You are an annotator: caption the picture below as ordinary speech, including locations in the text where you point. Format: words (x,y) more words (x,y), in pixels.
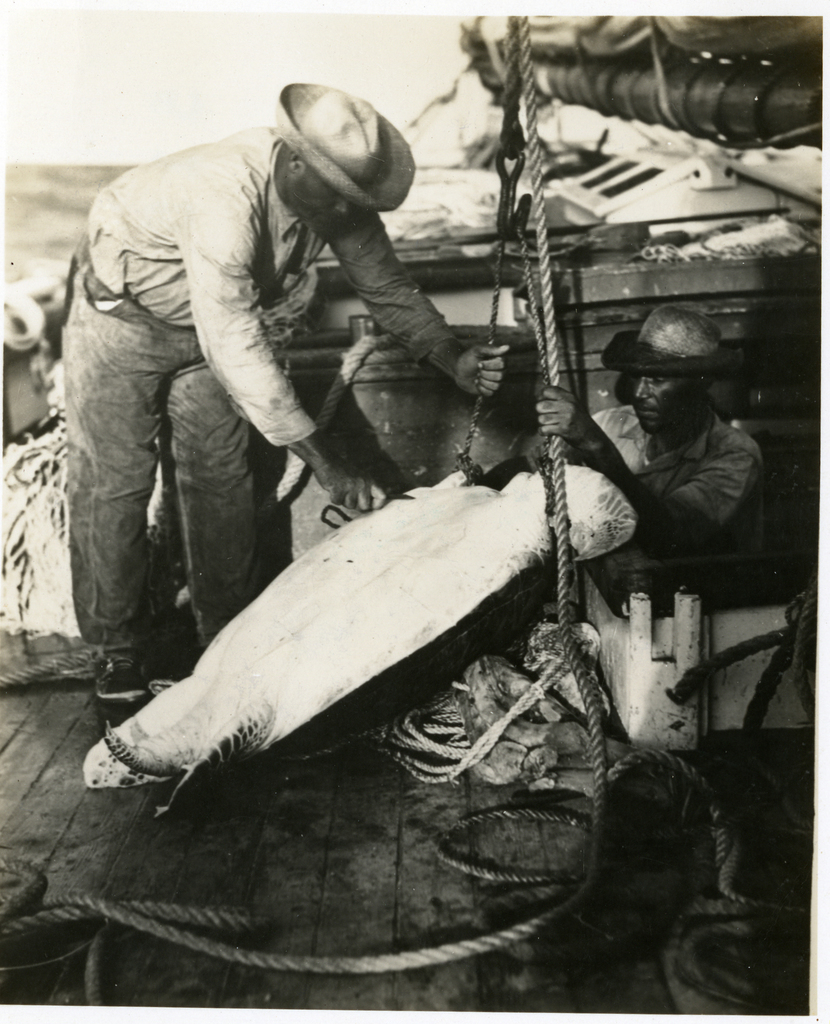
This is a black and white image. We can see there is one person (248,393) standing on the left side of this image (196,402) is wearing a cap (318,163), and there is another person (635,438) sitting on the right side of this image (748,452). There is a rope (499,257) in the middle of this image (543,483) and there is a wooden floor (498,847) at the bottom of this image (332,979).
